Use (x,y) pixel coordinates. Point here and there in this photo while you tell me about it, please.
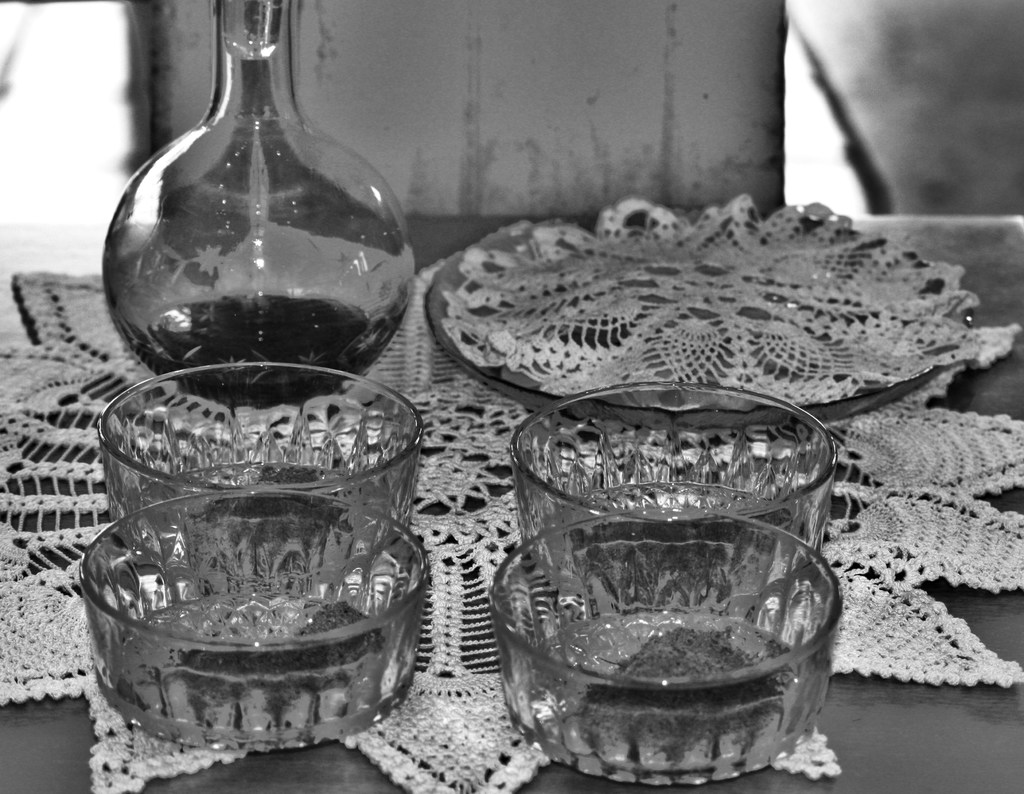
In this image, there is a table (461,225) contains glass bowls (232,529) and bottle (257,159).
